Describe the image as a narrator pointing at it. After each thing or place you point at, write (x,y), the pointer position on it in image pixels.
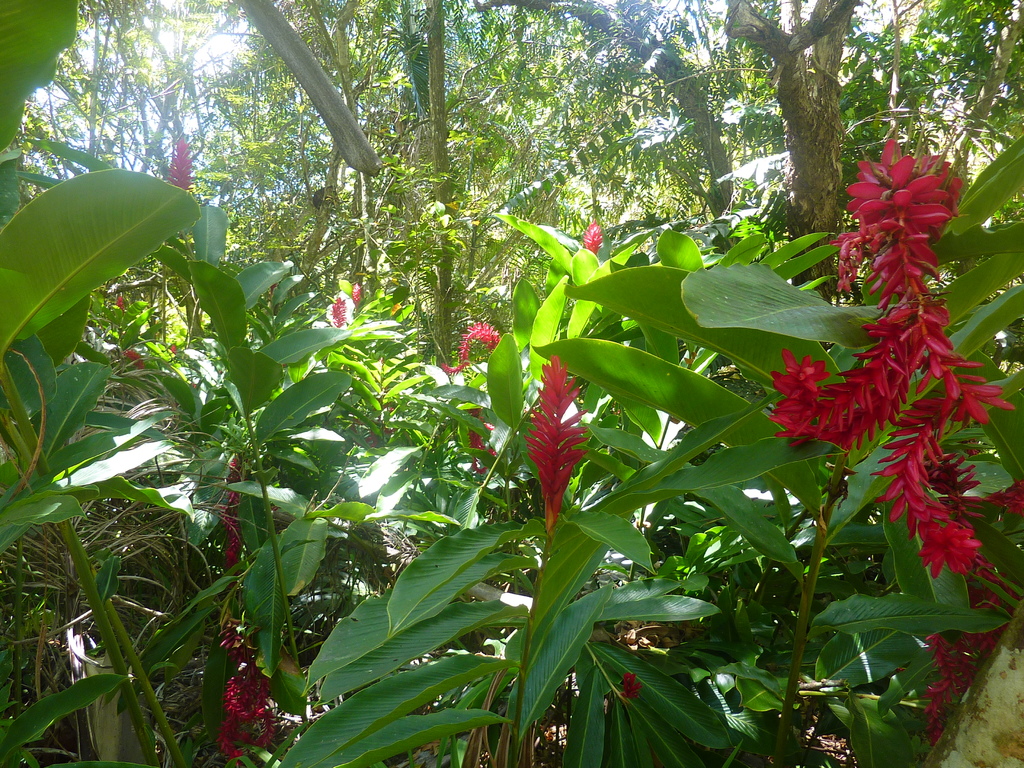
In this image, we can see some trees (264,170) and plants (419,486).
